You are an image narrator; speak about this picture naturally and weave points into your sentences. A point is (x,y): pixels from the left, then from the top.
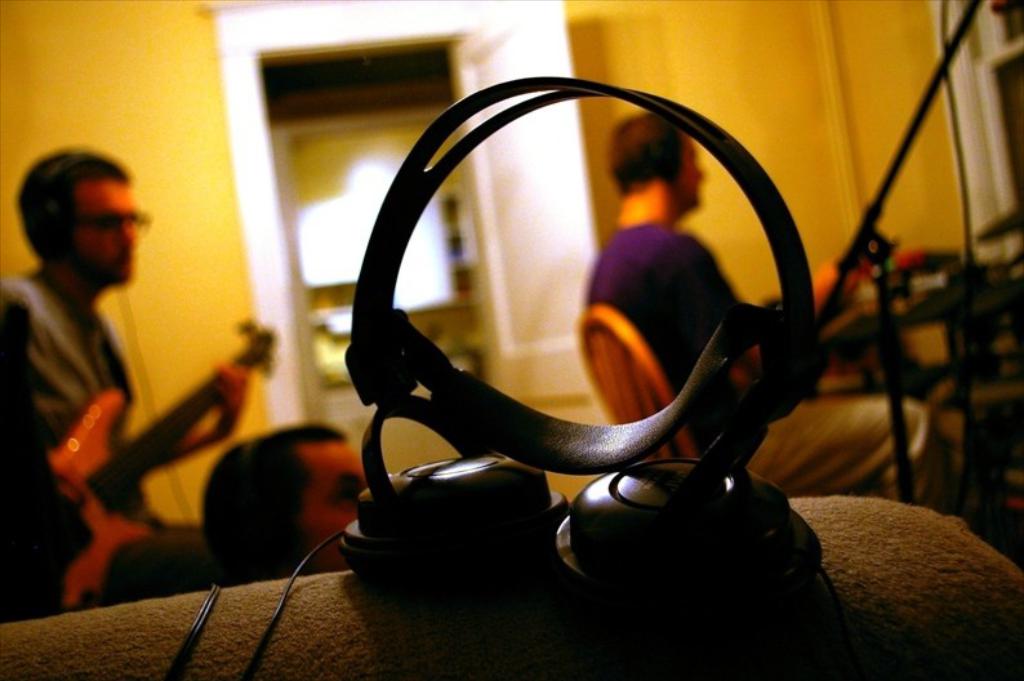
There is a headset (436,143). 3 people (39,293) are present in a room (43,279). A person (50,263) is playing guitar (135,467) at the left (107,474). There is a white door (568,172) at the back (532,190).
